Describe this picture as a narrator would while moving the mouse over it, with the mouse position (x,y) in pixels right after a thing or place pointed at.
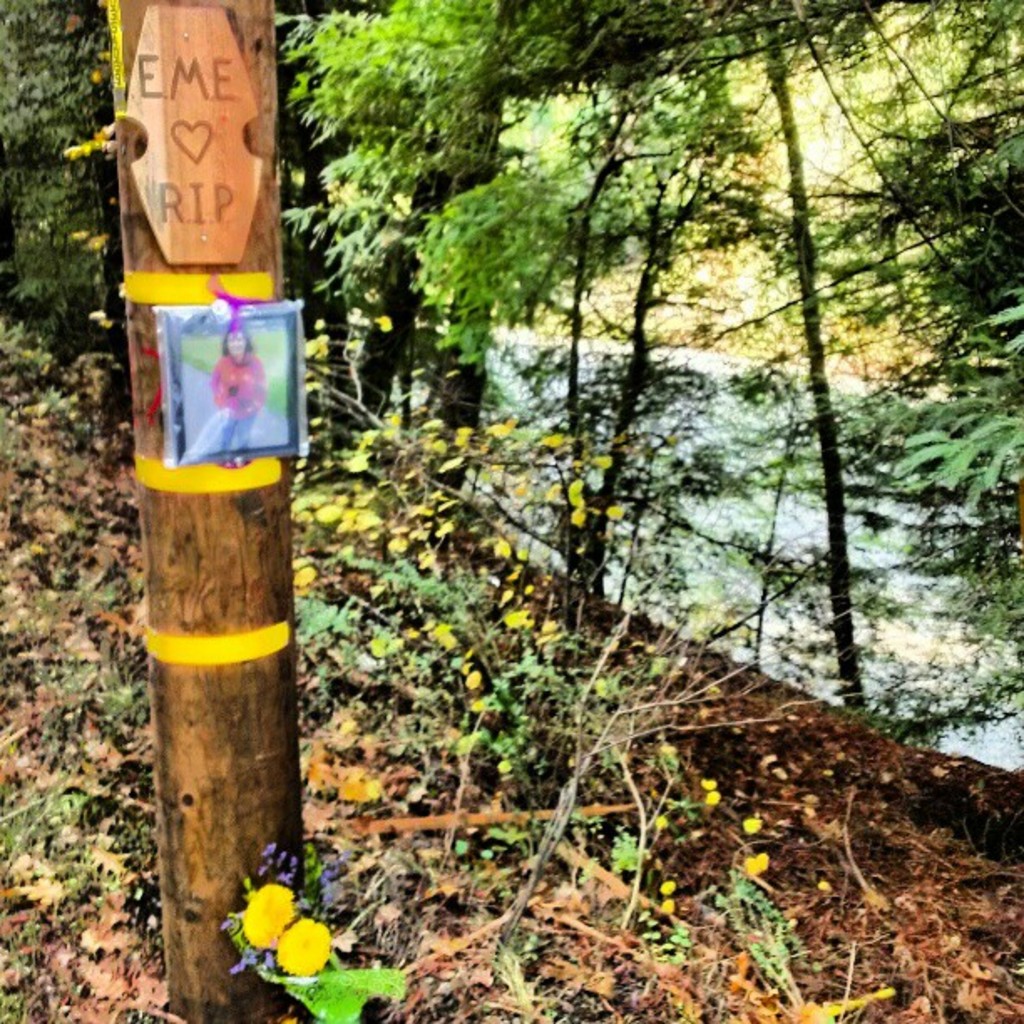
In this image we can see a pole (199,659), photo (194,436), wooden objects (231,222) and flowers (261,934). In the background of the image (862,164) there are trees (686,283), plants (486,698) and other objects (716,433).
